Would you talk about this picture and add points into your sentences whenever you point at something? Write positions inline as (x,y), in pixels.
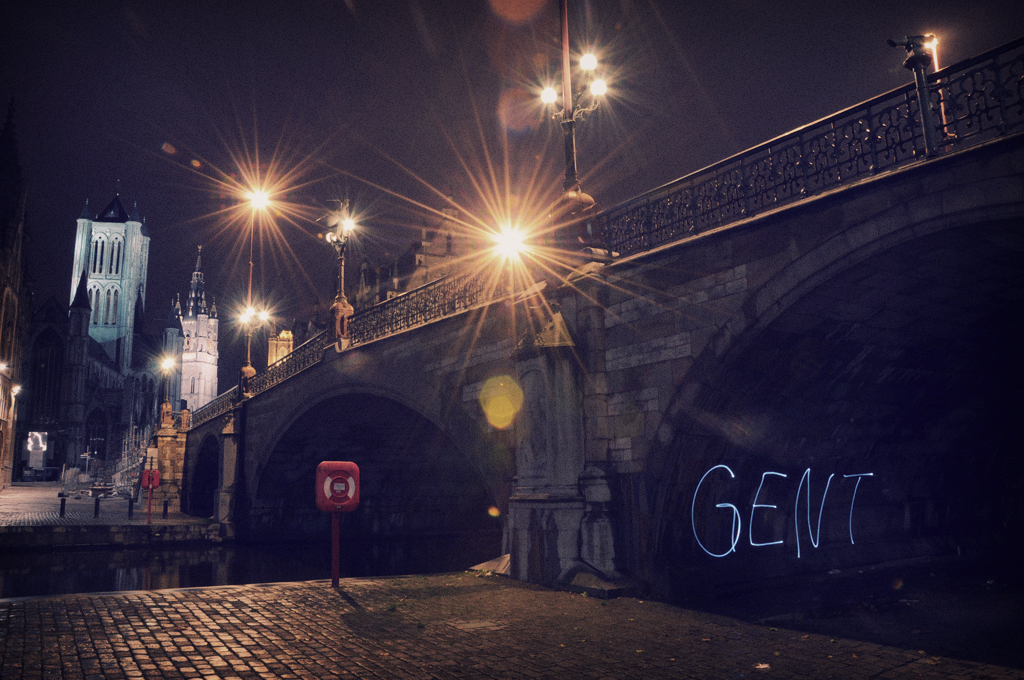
There is a bridge (606,277) in the right corner (713,326) and there is water (328,558) under it and there are few other buildings (171,335) in the left corner (155,327).
